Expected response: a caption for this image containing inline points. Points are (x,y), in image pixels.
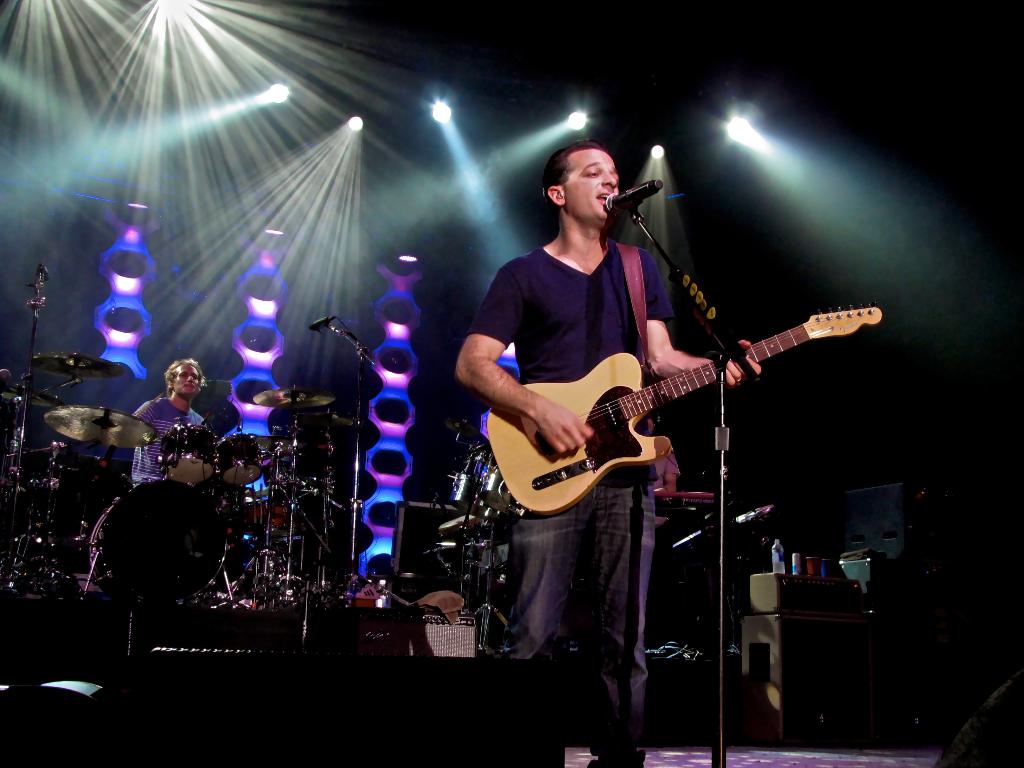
We can see in the background (498,185) there is a man (595,230), lighting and decoration part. He is standing his holding a guitar (617,460). His singing a song we can see his mouth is open.
